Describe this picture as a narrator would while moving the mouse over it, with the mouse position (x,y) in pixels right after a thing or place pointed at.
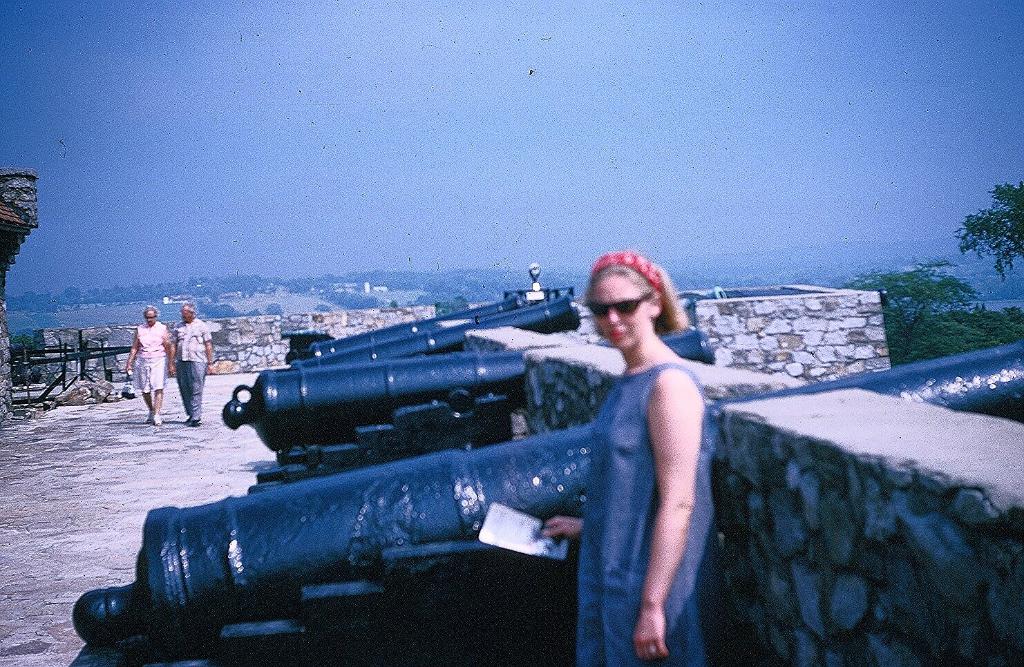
In the center of the image (368,352) there are many cannons (160,564). There is a lady (618,278) standing wearing sunglasses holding a paper (514,515) in her hand (544,529). At the background of the image (337,297) there are trees (220,284). There are two people (197,335) walking. At the bottom of the image (117,535) there is ground (27,535). at the top (501,8) the image there is sky (332,118).
